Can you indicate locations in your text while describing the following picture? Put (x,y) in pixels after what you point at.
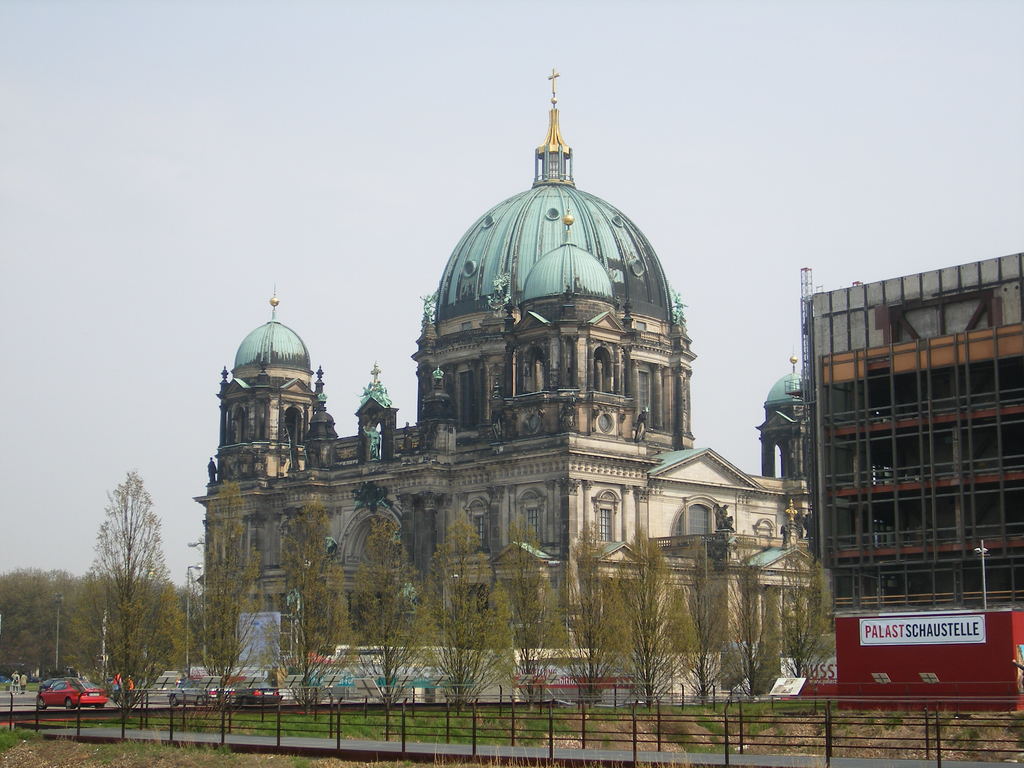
In this image we can see the ancient architecture (430,535) of the building/church (566,402) in which the upper region (497,206) of it resembles like a church (267,356) with the sign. And on the right (853,632) we can see the red color sheet (915,634) in which some text (952,634) is written. And in the foreground (68,718) we can see fence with trees (223,590) and surrounding greenery (453,634). And we can see few people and clouds (862,244) in the sky (932,248).
